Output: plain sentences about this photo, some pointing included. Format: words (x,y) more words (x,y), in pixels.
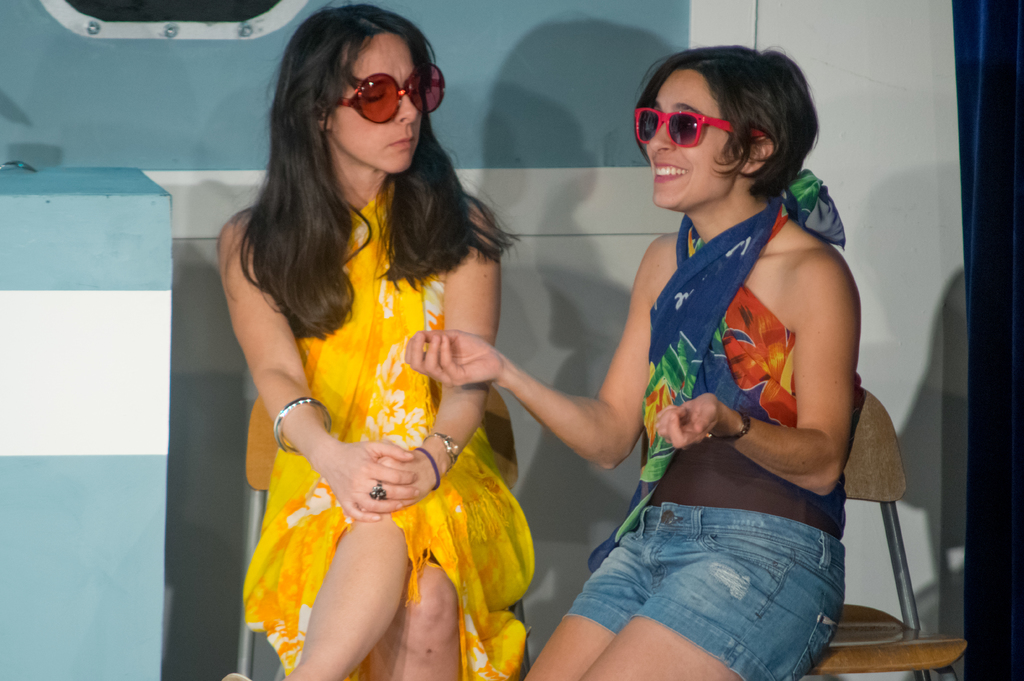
On the left side (308,283), there is a woman (400,292) in a yellow colored dress (358,261), sitting and there is an object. On the right side (763,618), there is another woman (614,596), smiling and sitting on another chair (842,613). In the background (889,283), there is a wall (245,60).
